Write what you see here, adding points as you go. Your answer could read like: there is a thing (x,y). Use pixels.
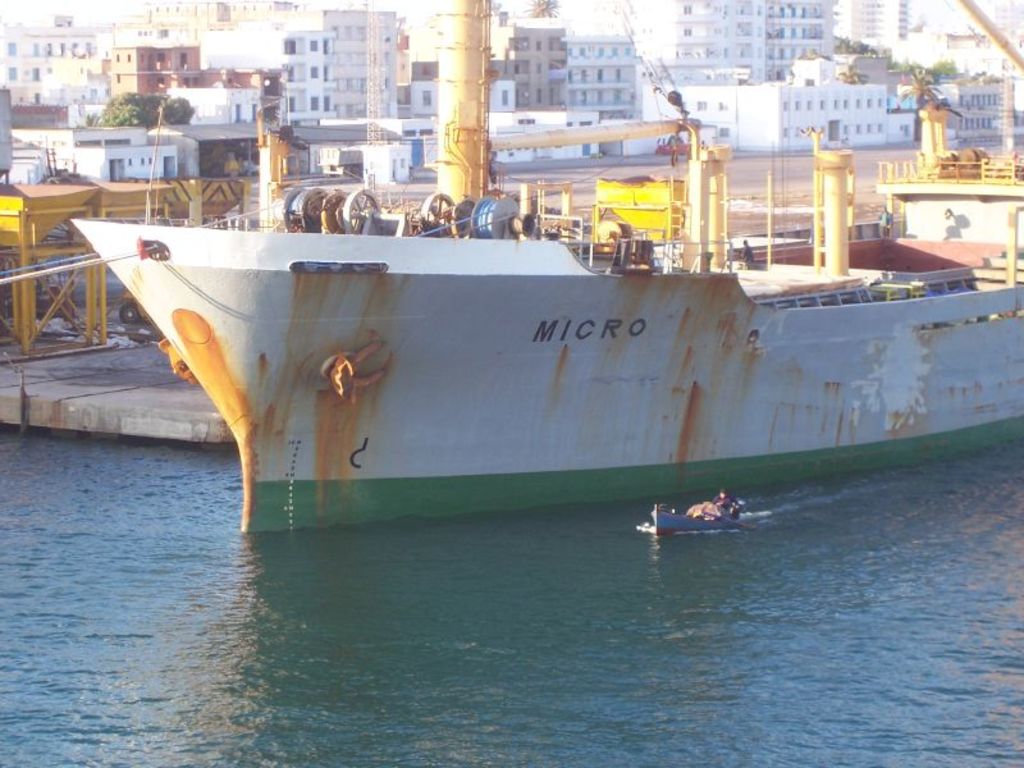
In this image, we can see boats (418,374) on the water (461,542) and in the background (176,94), there are buildings (329,122), trees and poles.
